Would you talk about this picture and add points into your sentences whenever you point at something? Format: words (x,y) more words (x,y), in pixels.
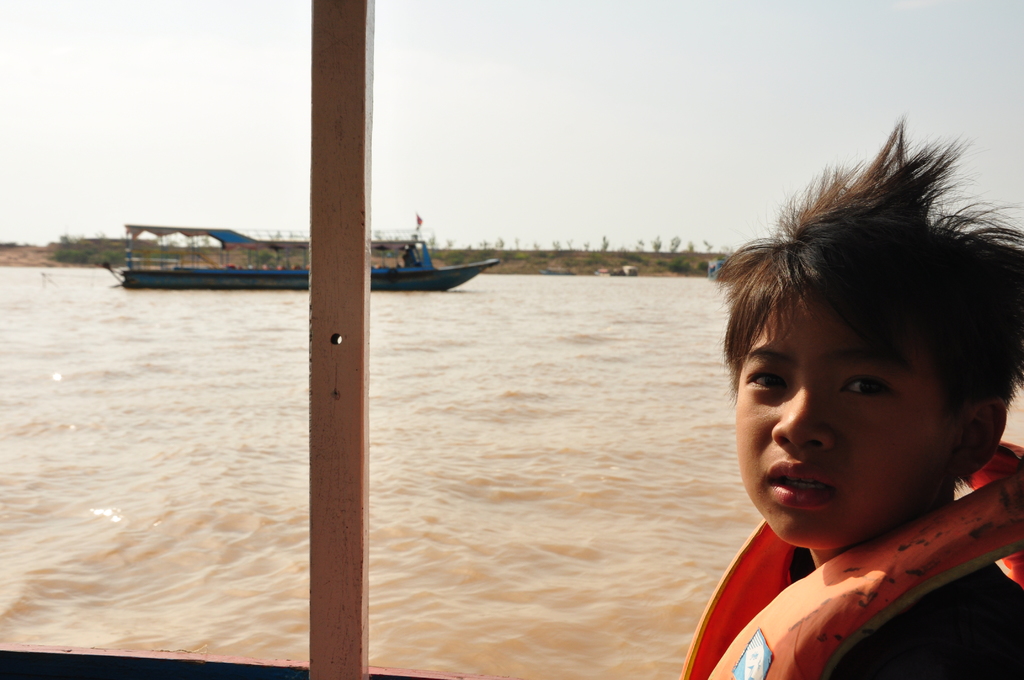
At the bottom of the image (690,665) there is a boy (728,280) standing and watching. Behind him there is water (266,296), above the water (387,296) there is a ship (222,243). At the top of the image (624,226) there is sky (273,68).
